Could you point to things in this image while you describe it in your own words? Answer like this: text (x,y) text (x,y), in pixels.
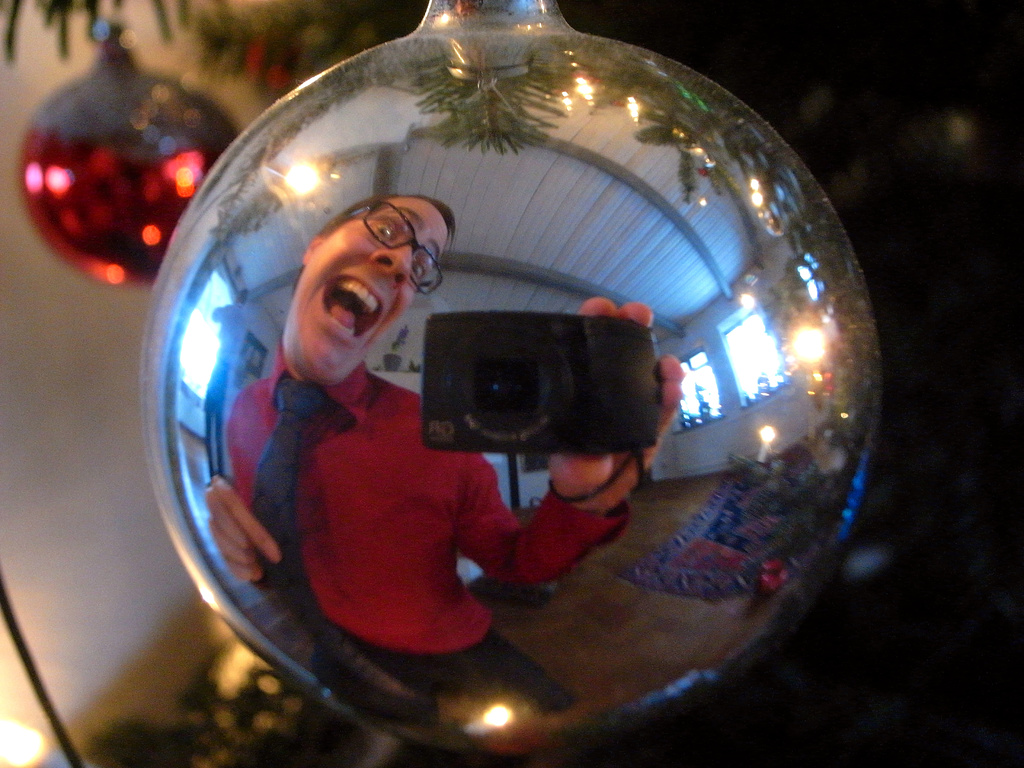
In the image there is a silver ball (355,391). On the ball (334,512) there is a reflection (410,539) of the man (416,542) in red shirt (391,532) and holding the camera (564,386) in his hands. And also there are trees (749,222) with lights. At the left top corner of the image (40,141) there is a red ball (100,67).
